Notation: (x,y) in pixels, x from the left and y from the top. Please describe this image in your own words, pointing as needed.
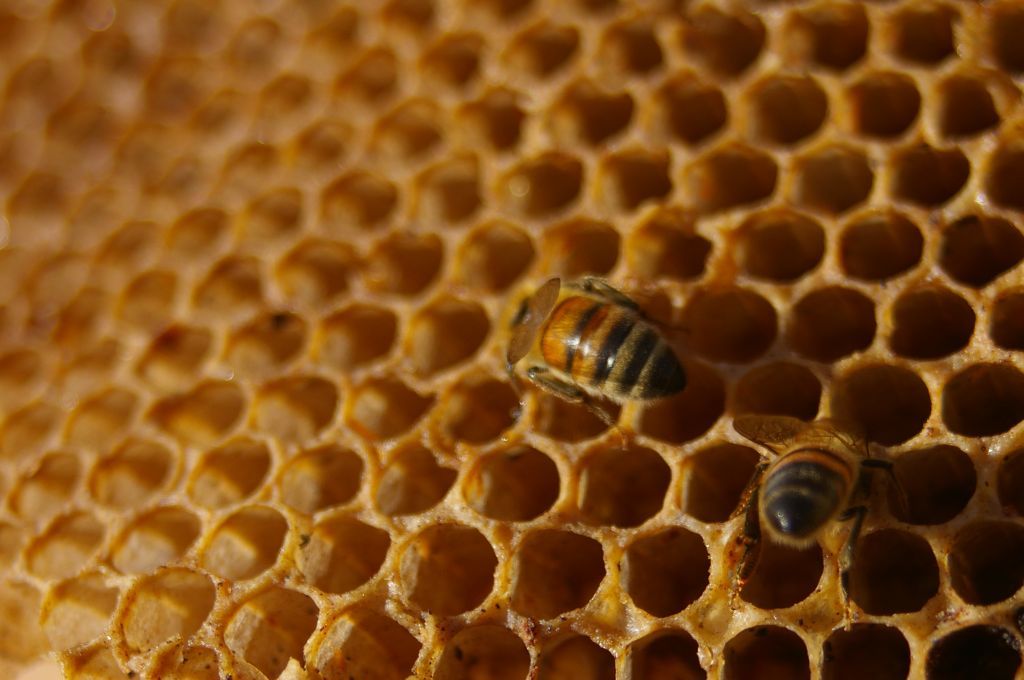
In this image there is a honey bee hive (946,337), in that there are two honey bees (606,359).
